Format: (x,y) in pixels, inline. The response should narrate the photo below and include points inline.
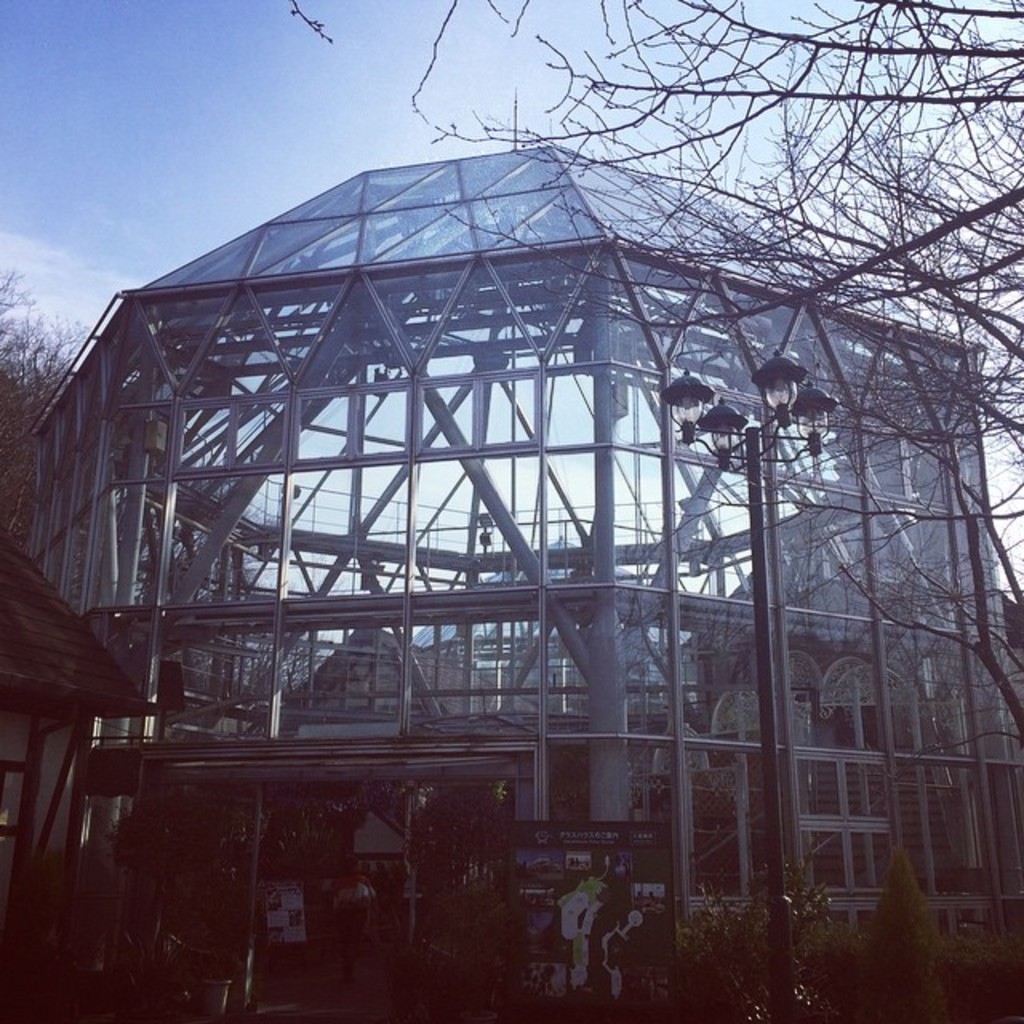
In this image I can see a glass building (506,705), in front (644,905) I can see a light pole (766,367), few boards (603,891), few dried trees (966,107) and sky (289,117) is in white and blue color.
